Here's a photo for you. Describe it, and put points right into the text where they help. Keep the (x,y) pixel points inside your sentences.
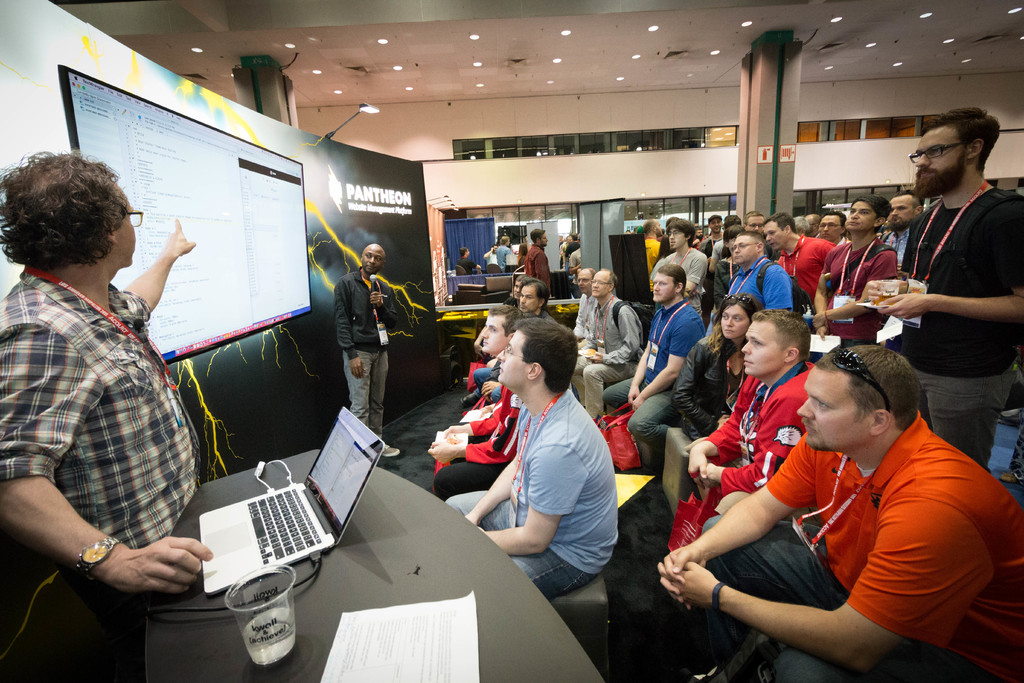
In the picture there is a seminar being held and there is a projector screen (219,213), a person (162,437) is explaining something by pointing at that screen (215,303). There is a laptop (296,494) in front of him and there are a lot of people (634,406) gathered in the seminar.
